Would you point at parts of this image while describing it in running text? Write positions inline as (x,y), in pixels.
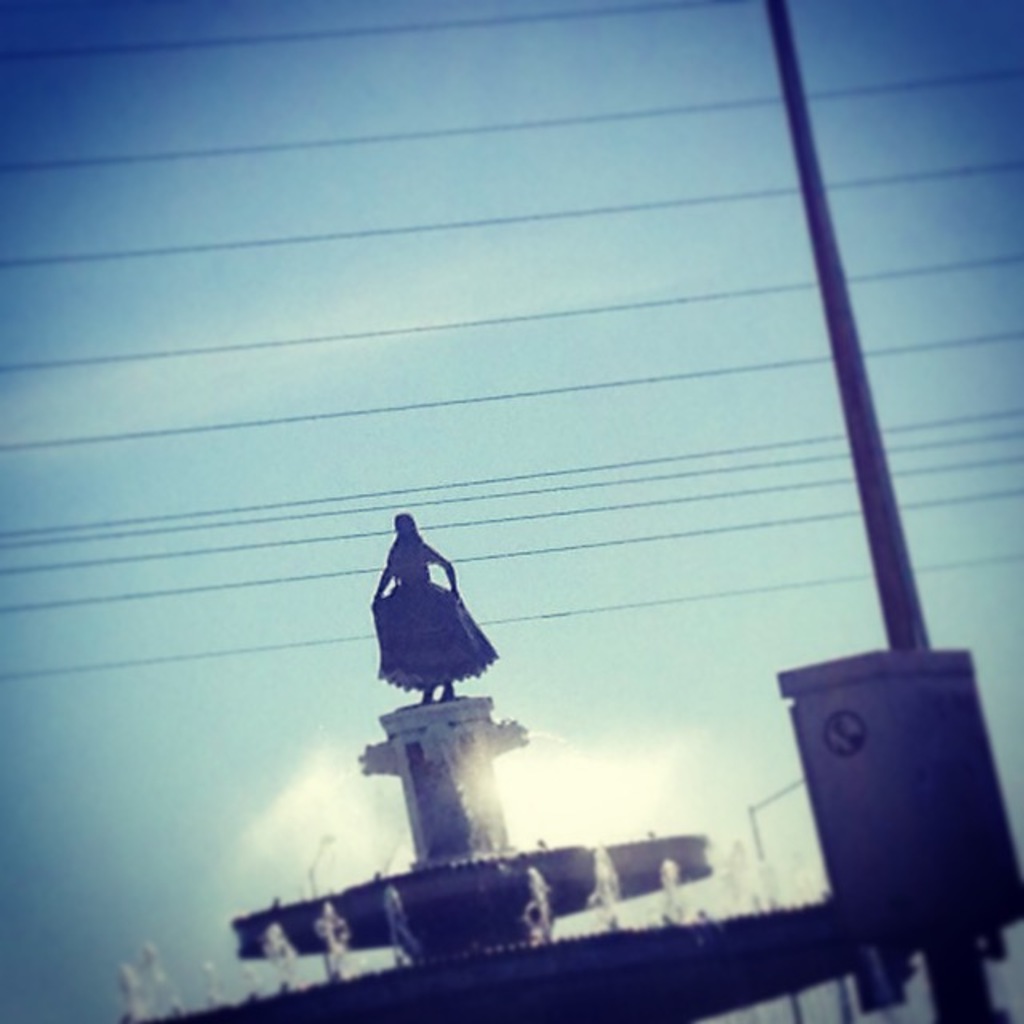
In this picture we can see the sky (783,515), wires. We can see the statue of a woman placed on a pedestal (466,753) and we can also see the water fountain (501,919). On the right side of the picture (910,767) we can see a pole (869,437) and a box (919,666).
